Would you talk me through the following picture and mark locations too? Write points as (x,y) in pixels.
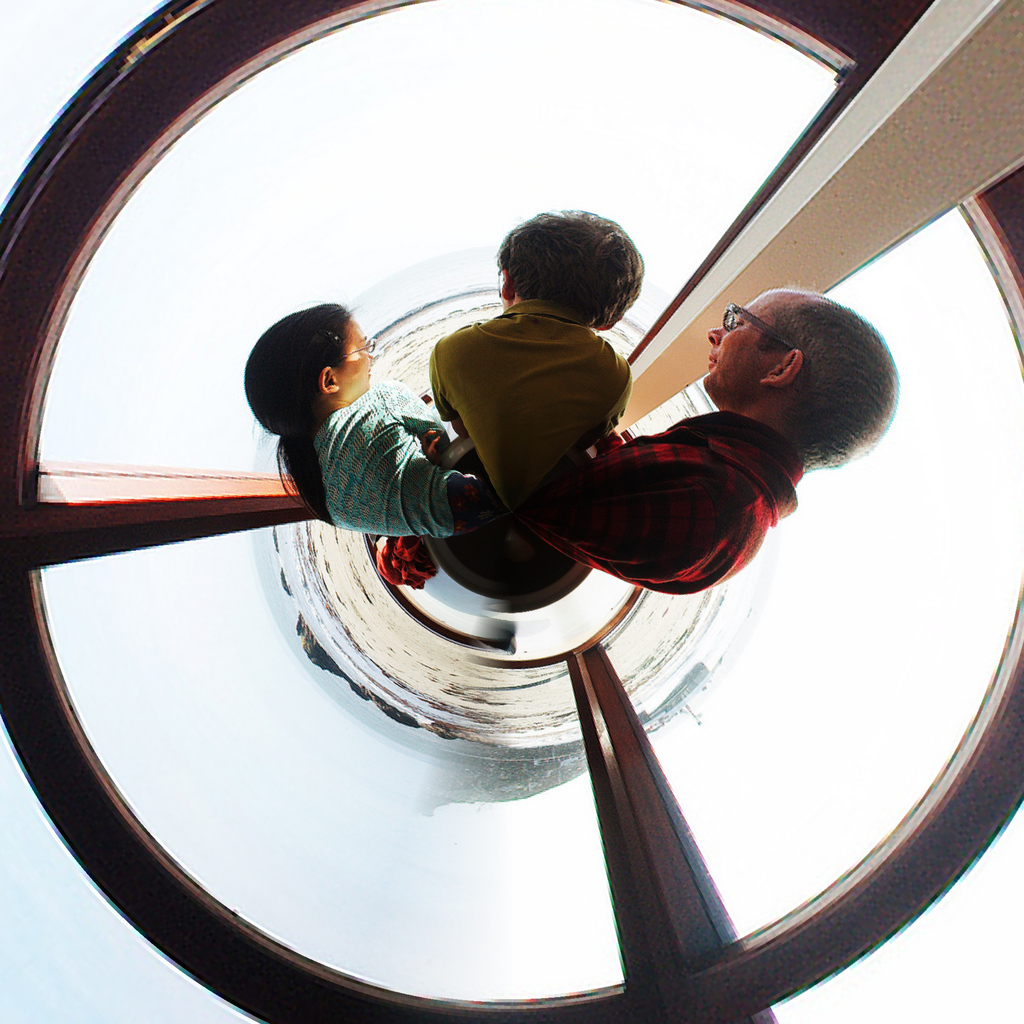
This image is taken from the top angle. In this image there are three people (519,429) standing in a cylindrical glass structure (229,640) with wooden poles (816,902).
